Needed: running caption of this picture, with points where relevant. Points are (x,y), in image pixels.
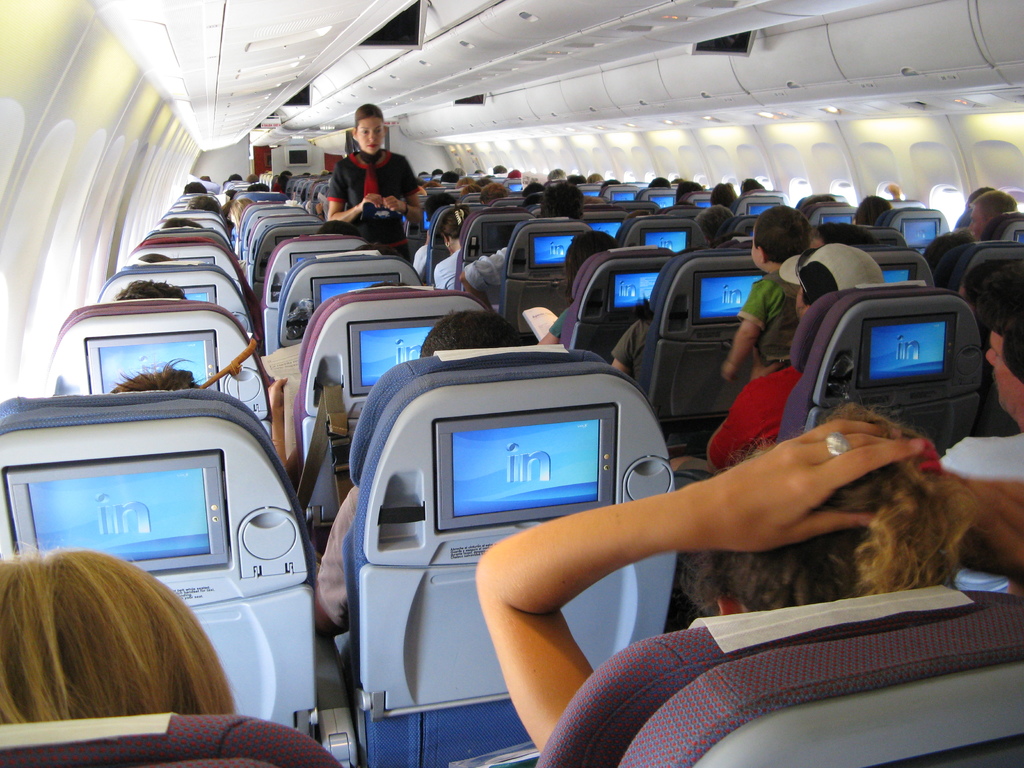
In this picture I can observe an airplane (536,238). There are some people (460,223) sitting in an airplane (201,165). I can observe an air hostess (374,196) in this airplane (392,138).
